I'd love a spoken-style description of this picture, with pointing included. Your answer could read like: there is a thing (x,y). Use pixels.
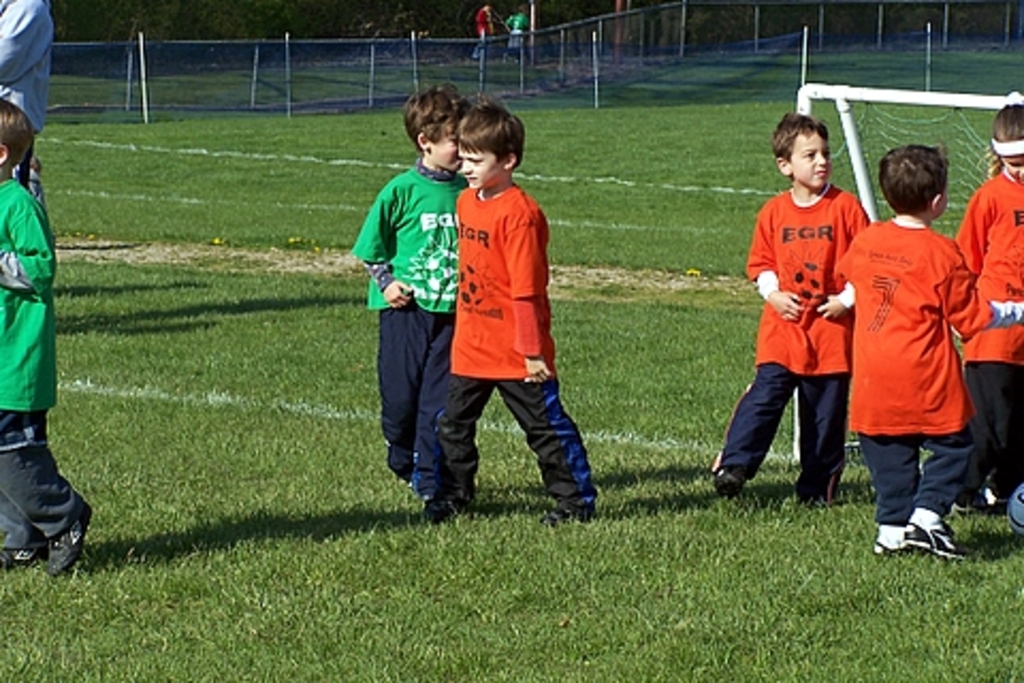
In this image there are kids (517,413) walking on the ground (509,498). Some kids (883,259) are standing near the goal post (893,125). some kids (817,238) are wearing orange colour dress (815,297) while some other kids (391,253) are wearing green colour. On the ground (336,584) there is grass (519,578). In the background (364,59) there is fence (479,49).
